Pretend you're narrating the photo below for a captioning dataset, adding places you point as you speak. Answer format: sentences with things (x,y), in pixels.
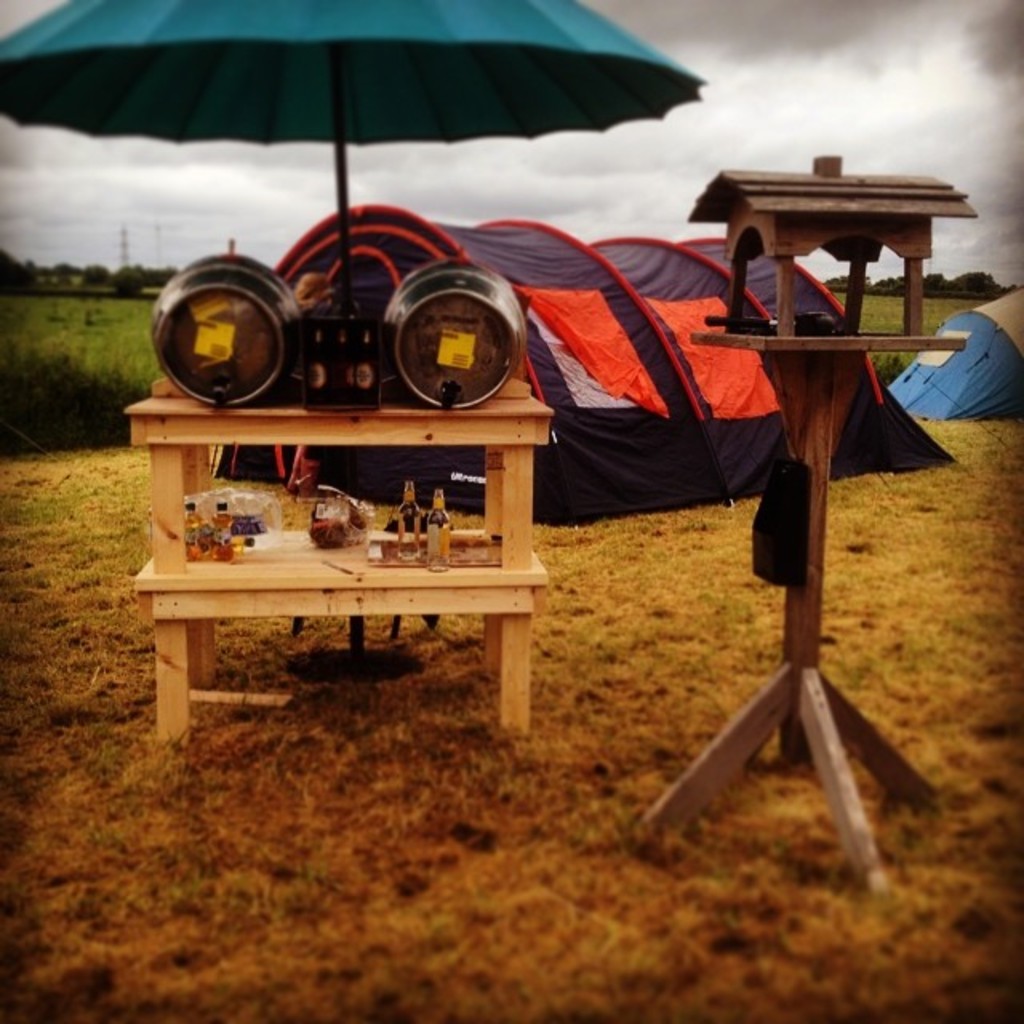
In this image I can see few objects (440,399) on the wooden racks (491,454). I can see an umbrella (565,54), tents (616,261) and wooden object (780,320). Back I can see few trees (126,288). The sky (676,176) is in white color.
